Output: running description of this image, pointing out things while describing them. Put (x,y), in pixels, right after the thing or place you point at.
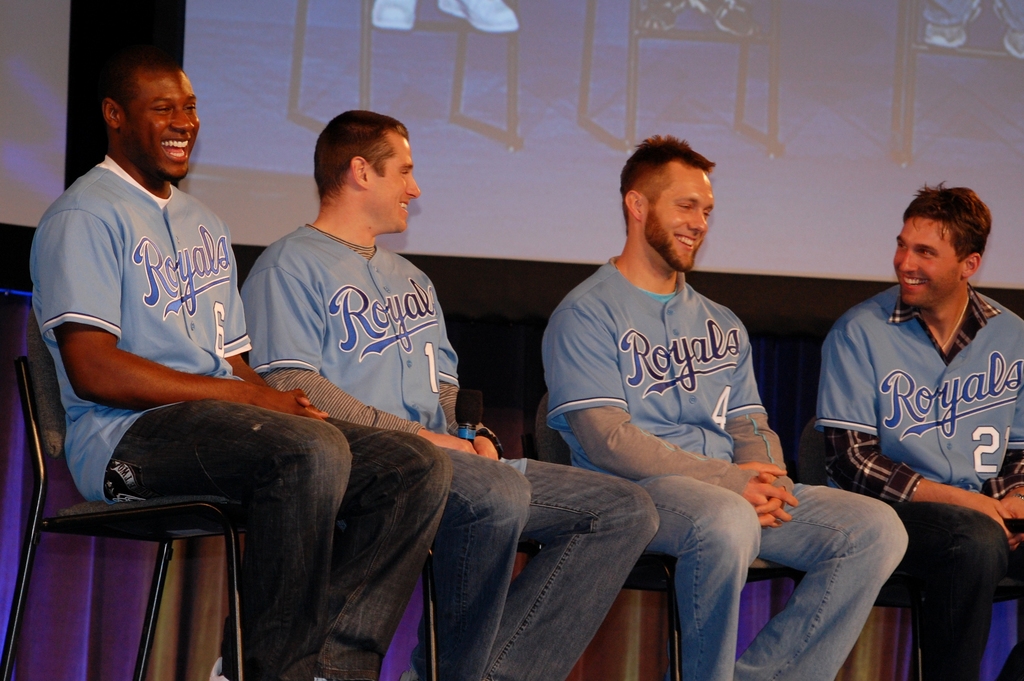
In this picture we can see four men (574,297), they are sitting on the chairs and they are all smiling, behind them we can see a projector screen (574,172).
